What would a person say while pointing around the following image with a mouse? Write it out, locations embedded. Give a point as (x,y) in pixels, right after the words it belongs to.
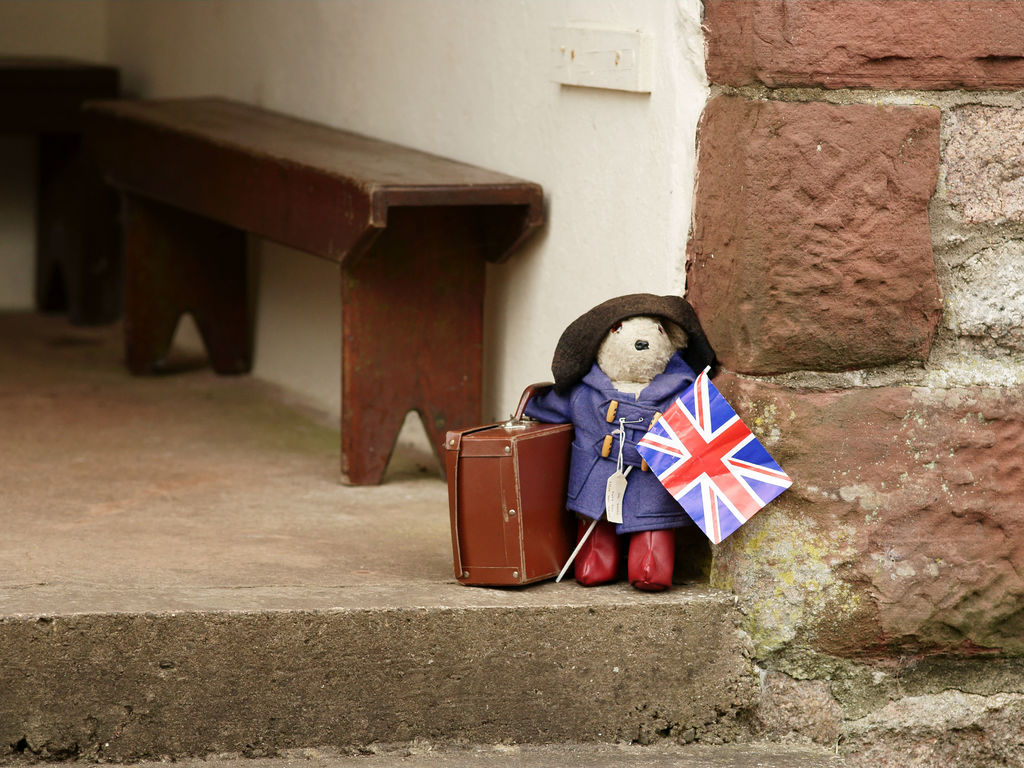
Here we can see a toy (625,429) on the ground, holding a flag (677,488) in his hand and suit case (561,486), and at back (595,181) here is the wall (410,56).
